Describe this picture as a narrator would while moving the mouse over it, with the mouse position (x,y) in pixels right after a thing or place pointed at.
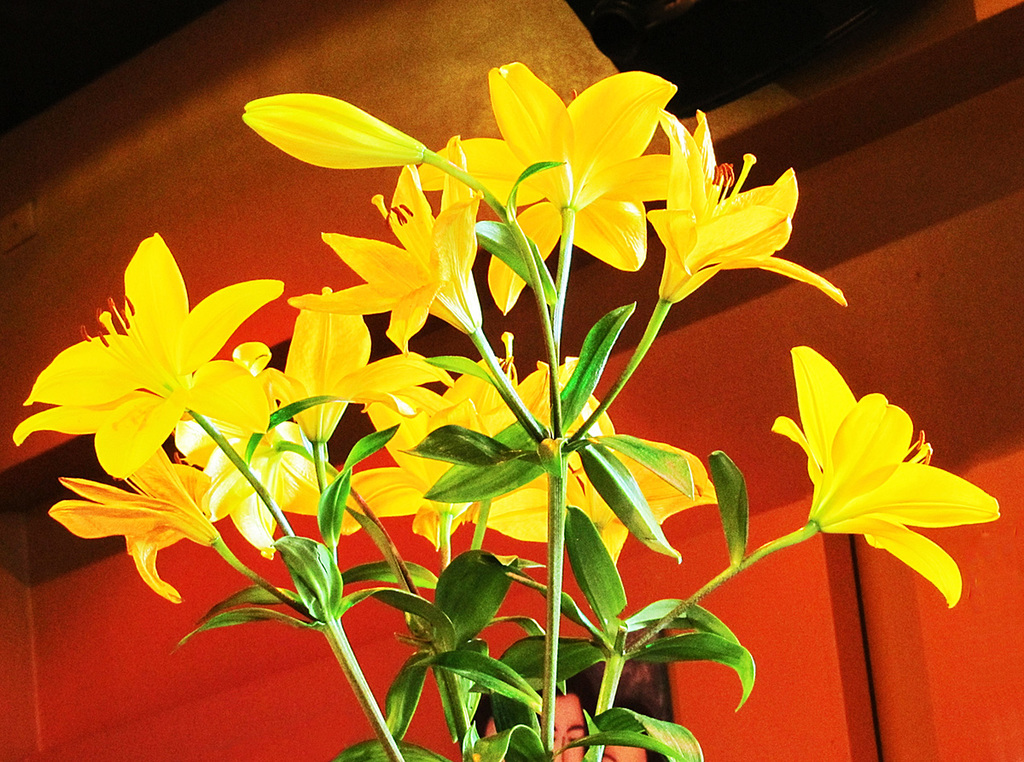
In the image there are stems (557,641) with yellow flowers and leaves (560,658). In the background (575,694) there is a wall (1018,244) with a frame (575,694).
